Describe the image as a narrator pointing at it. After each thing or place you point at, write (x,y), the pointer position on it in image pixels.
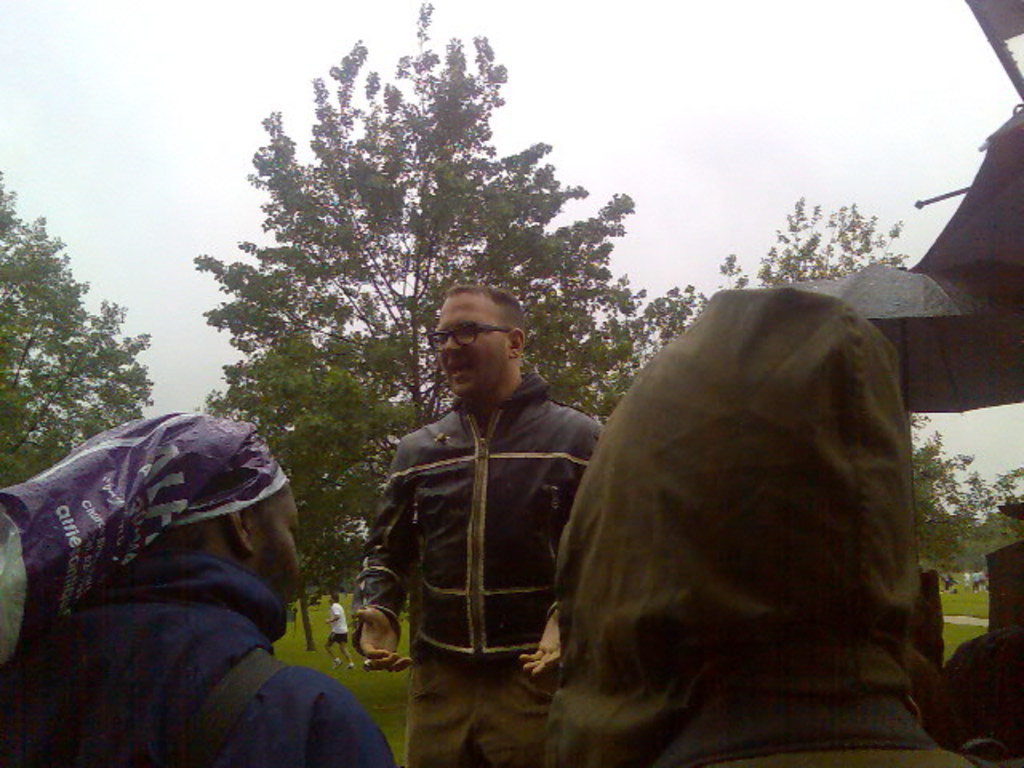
In this image in front (727,315) there are people (716,295). Behind them there are trees (603,350). In the background of the image (703,108) there is sky (743,119). On the right side of the image (893,303) there is an umbrella (932,389) and there is some object (1006,49).
